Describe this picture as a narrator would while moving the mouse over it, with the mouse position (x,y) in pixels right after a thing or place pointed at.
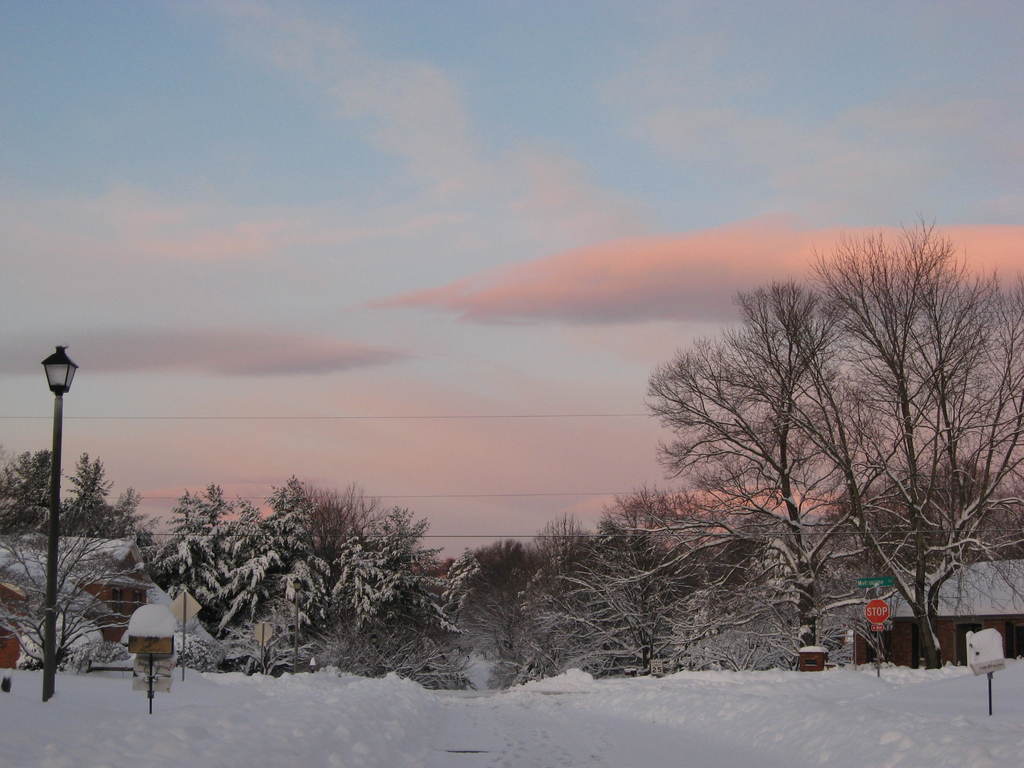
In this image we can see snow (686,746) on the land (497,746). In the middle of the image (678,440), there are trees (723,590), poles (185,594), sign board (874,626) and house (990,585). The sky (771,131) is in blue color with clouds (340,366).
